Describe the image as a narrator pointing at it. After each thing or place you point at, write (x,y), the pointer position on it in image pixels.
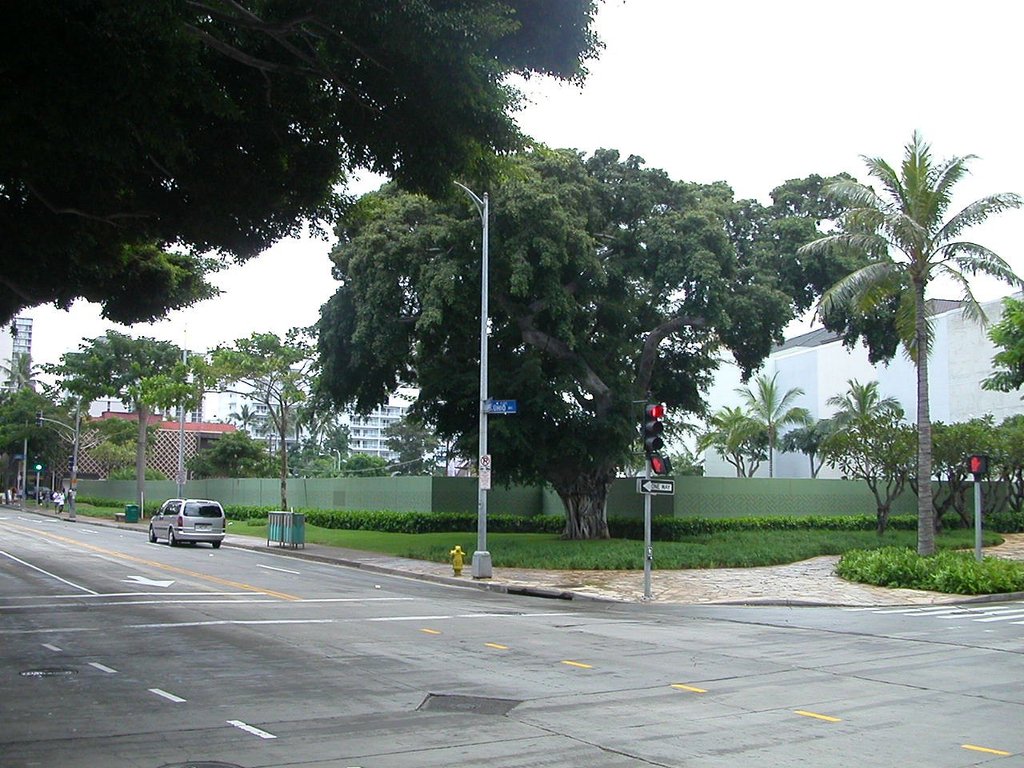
In this picture we can see a vehicle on the road (328,743) with traffic signals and a lamp pole (483,548) on the footpath (625,575). The place is surrounded by trees (594,423) and grass (503,549).
